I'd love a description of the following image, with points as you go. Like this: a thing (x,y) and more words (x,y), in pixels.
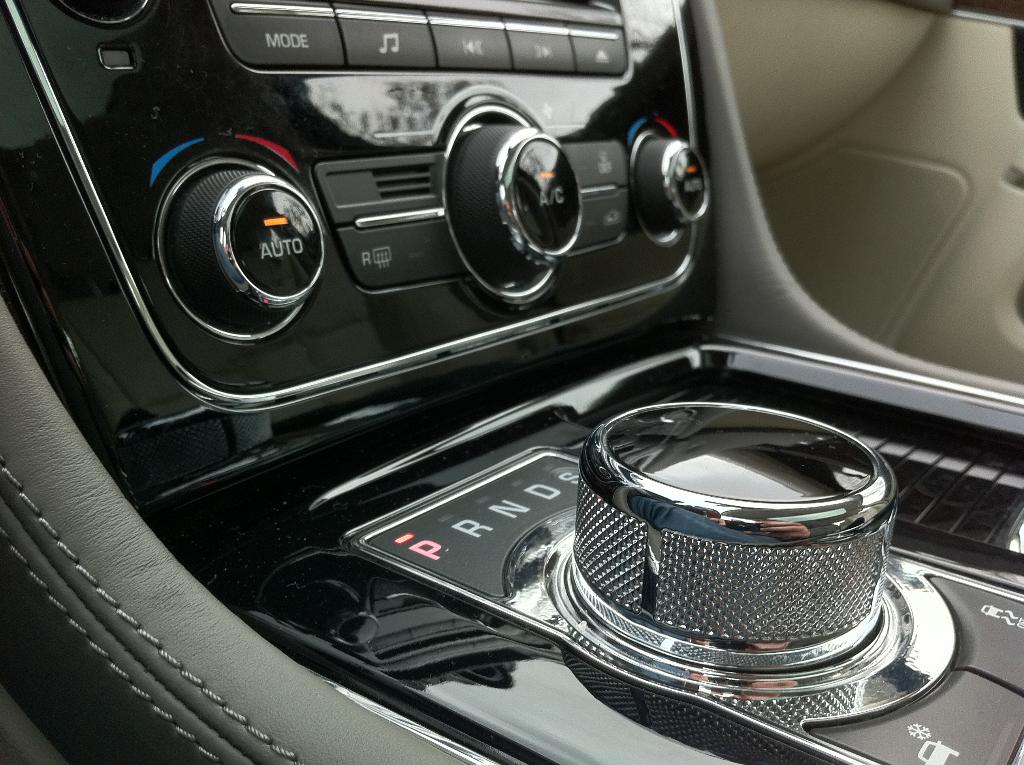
This is an inside view of a vehicle (712,680). There are a few buttons (212,318), text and other things (692,277).
